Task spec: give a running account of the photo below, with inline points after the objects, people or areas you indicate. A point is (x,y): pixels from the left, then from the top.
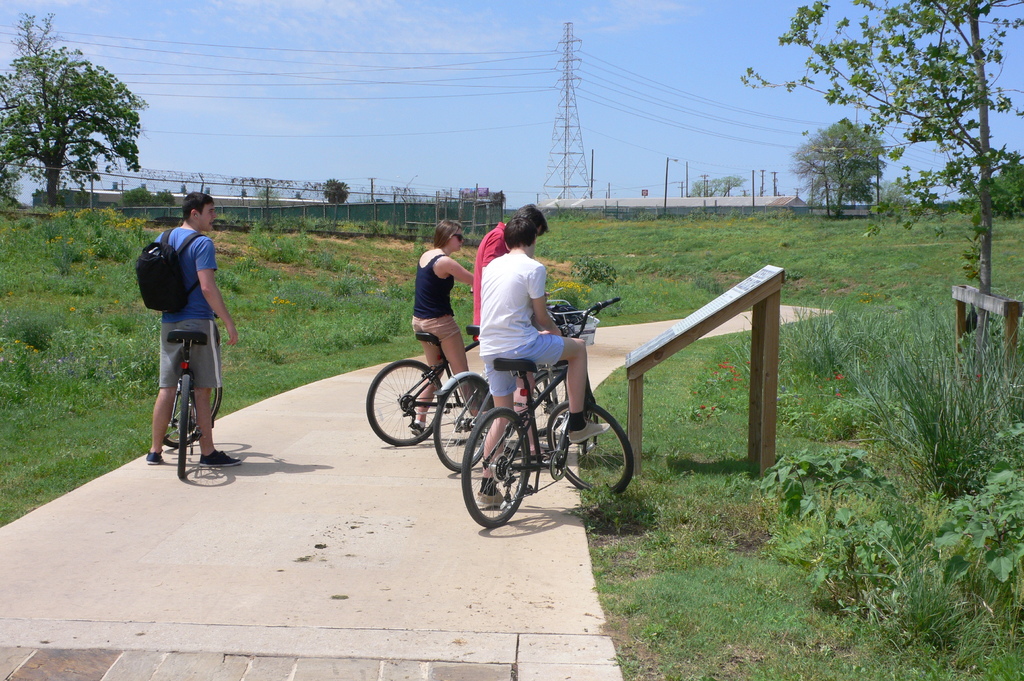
In this image, there are four people (506,327) with the bicycles (390,418) on the pathway (368,379). On the right side of the image (773,288), I can see a board (639,355). There are plants (131,363), grass (745,264) and trees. In the background (150,207), I can see the fence (486,208), transmission tower (577,187), current poles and the sky (508,137).
